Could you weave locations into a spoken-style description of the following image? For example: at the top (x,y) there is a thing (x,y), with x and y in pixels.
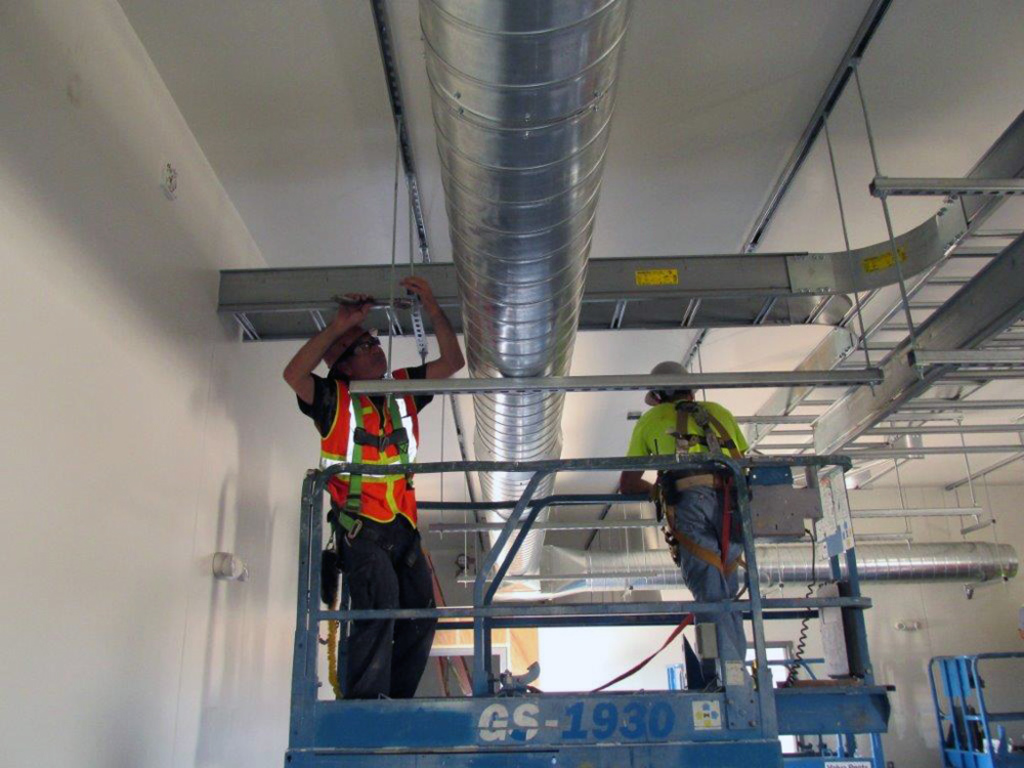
In this image there are two persons (388,561) are standing in middle of this image (398,490) and there is a iron pipe (546,225) is at top of this image (476,244) and there is a wall (261,558) in the background (514,653) and the person (359,412) is at left side (326,404) is holding an object (367,306) and the person (701,435) at right side (702,475) is wearing a yellow color t shirt (665,432).
